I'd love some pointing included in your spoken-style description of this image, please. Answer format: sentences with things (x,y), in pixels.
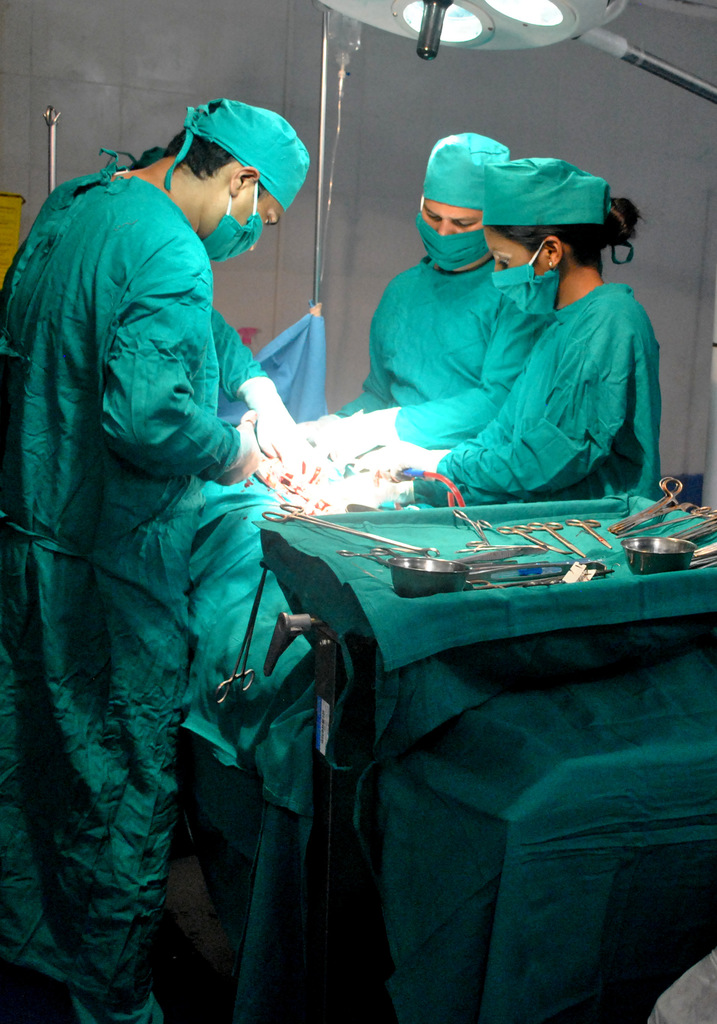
In this image we can see these people (500,447) wearing green color dresses (31,483), head wear (516,187) and masks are standing and here we can see some tools (681,540) placed. Here we can see stand (325,114), lights (430,43) and the wall (450,48) in the background (324,200).
